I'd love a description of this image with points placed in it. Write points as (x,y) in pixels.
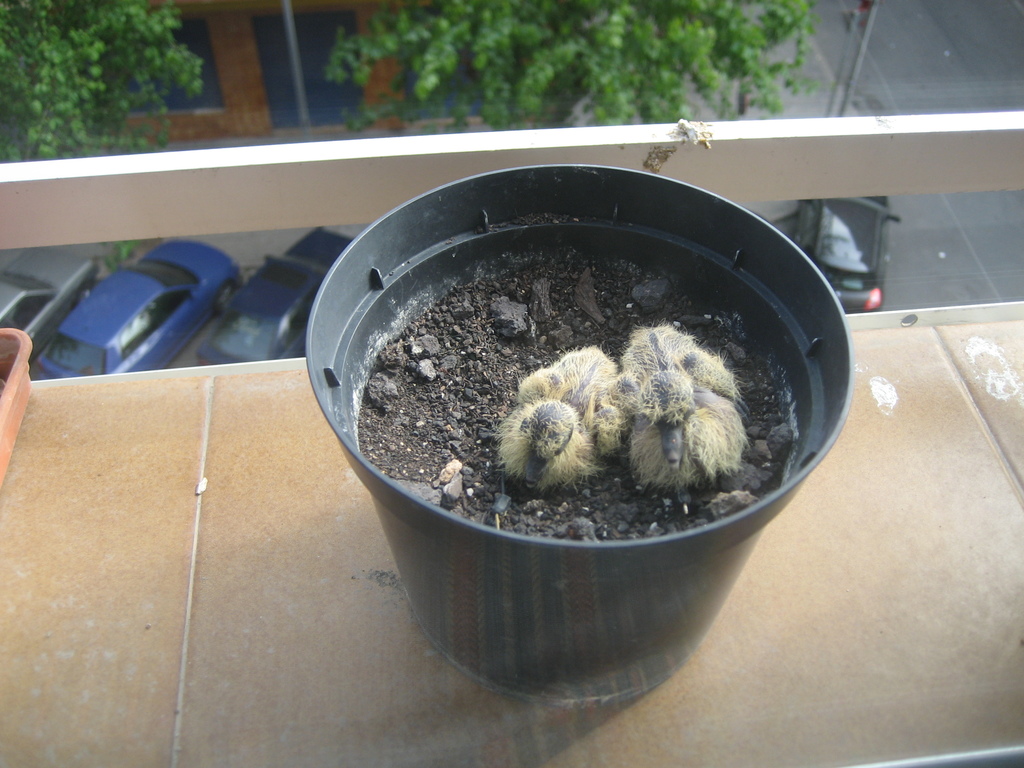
In this picture we can see there are two birds (541,386) and soil (457,404) in the pot (557,607) and the pot (474,591) is on the platform (730,700). Behind the pot (325,297) there is a railing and there are some vehicles (59,288) parked on the road (105,273). Behind the vehicles (110,291) there are trees (670,54), poles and the wall (243,74).
